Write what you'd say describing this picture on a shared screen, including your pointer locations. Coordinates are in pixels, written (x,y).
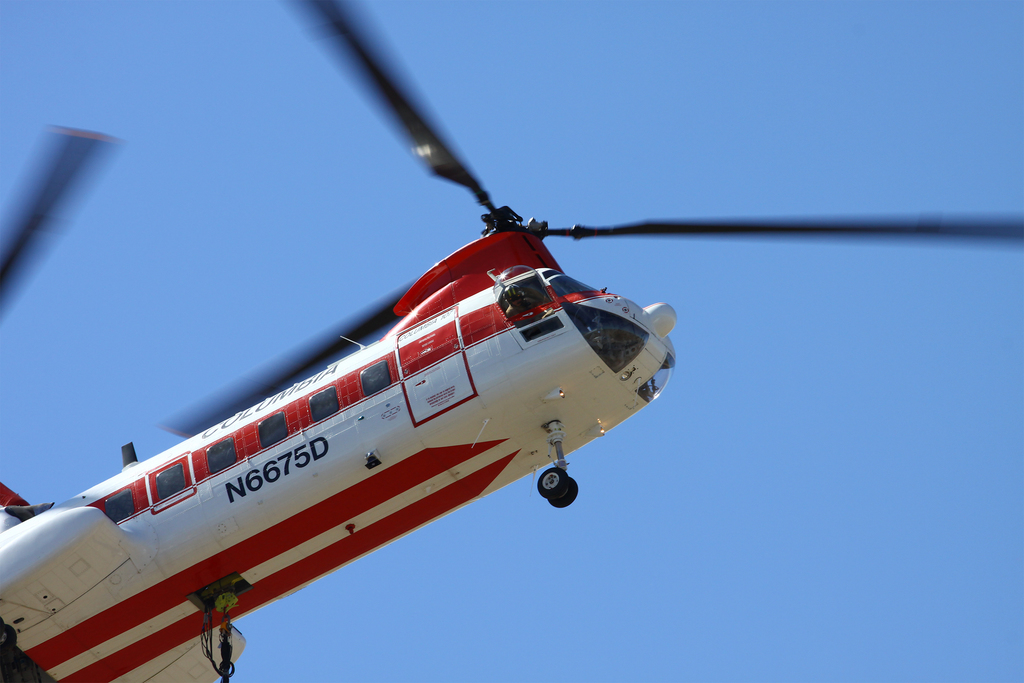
In this picture we can see a helicopter (195,609) flying with a person (512,309) inside it and in the background (147,287) we can see the sky (612,560).
